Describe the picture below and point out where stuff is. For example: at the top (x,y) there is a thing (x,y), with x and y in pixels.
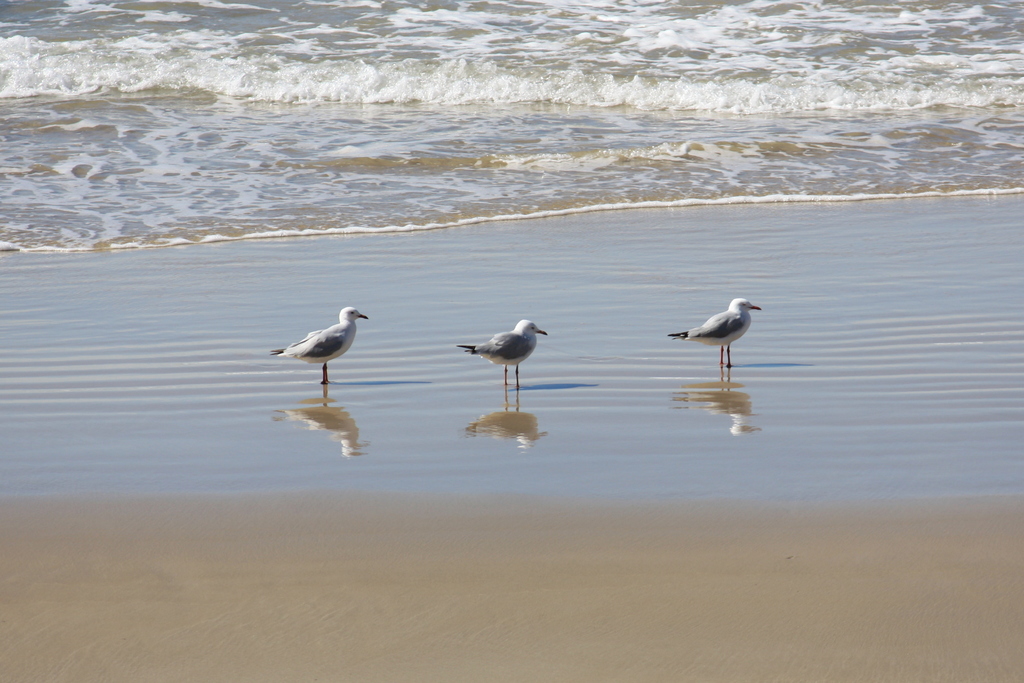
This is the picture of a sea (682,254). In this image there are birds (345,325) standing. At the back (490,161) there is water (402,173). At the bottom (412,619) there is sand (549,611). There is a reflection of birds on the water (196,419).
